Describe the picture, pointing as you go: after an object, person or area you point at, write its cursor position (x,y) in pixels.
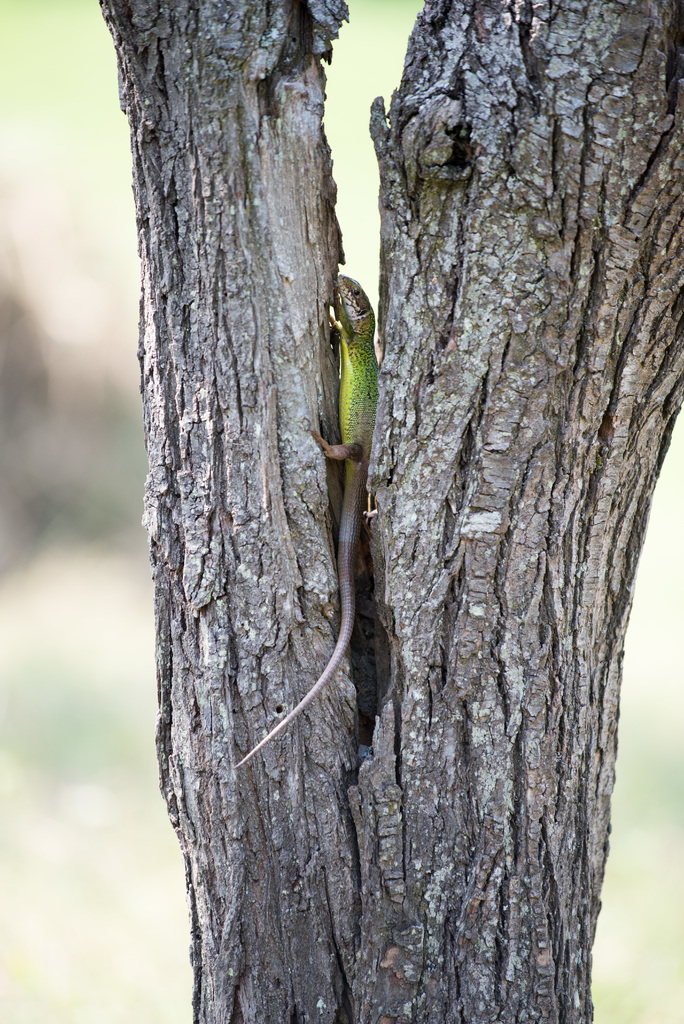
In this picture we can see a reptile (346,420) in between the tree trunk (380,291). Behind the tree trunk (331,389) there is blurred background.
